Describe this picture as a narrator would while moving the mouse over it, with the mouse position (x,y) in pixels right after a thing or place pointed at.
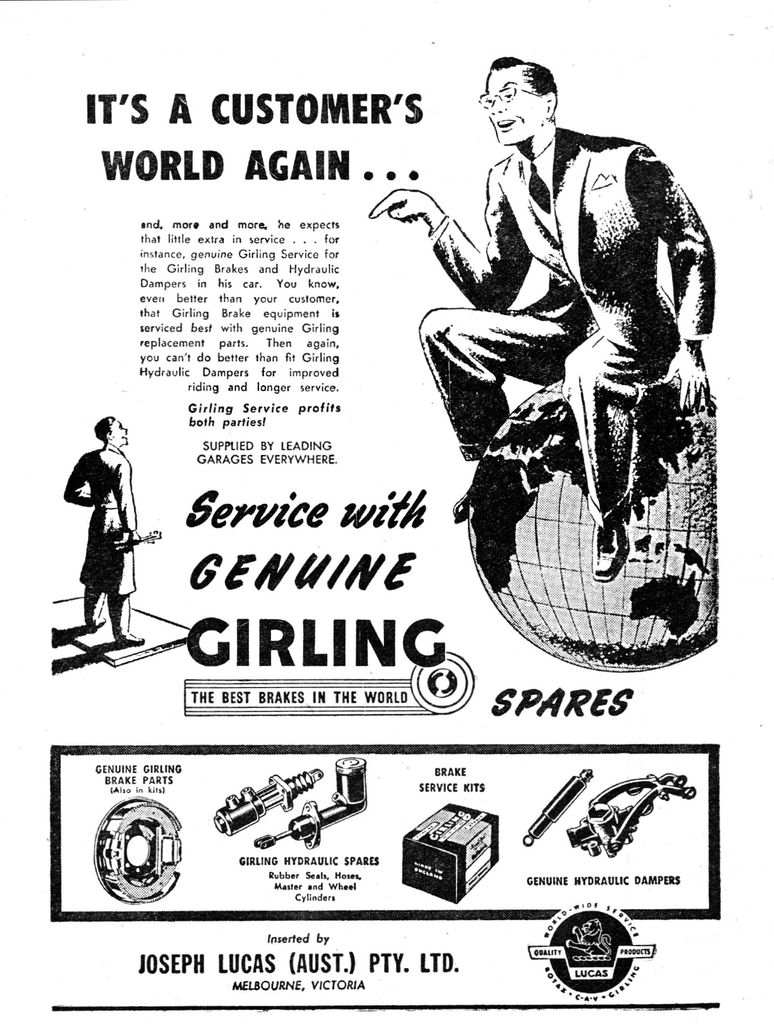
In the picture we can see a poster (716,792) with some information (447,788) and beside it, we can see an image of a man (658,356) sitting on the globe structure (471,535).
